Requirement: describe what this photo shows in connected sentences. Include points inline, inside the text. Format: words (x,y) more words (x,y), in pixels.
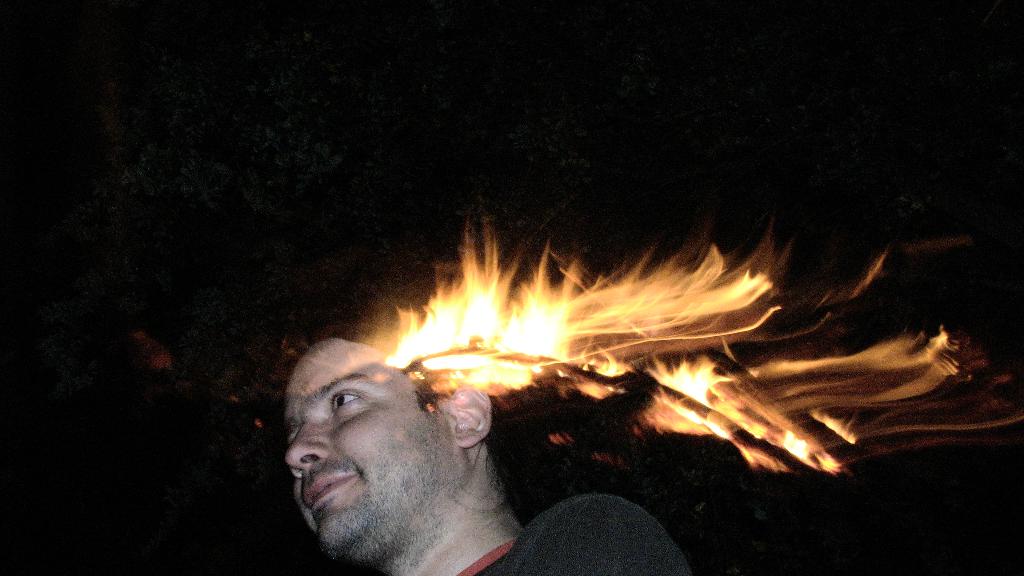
In this image I can see the person (423,467) with red and black color dress (543,540). To the side I can see the fire (560,362). In the background (636,90) there are many trees (418,164).
